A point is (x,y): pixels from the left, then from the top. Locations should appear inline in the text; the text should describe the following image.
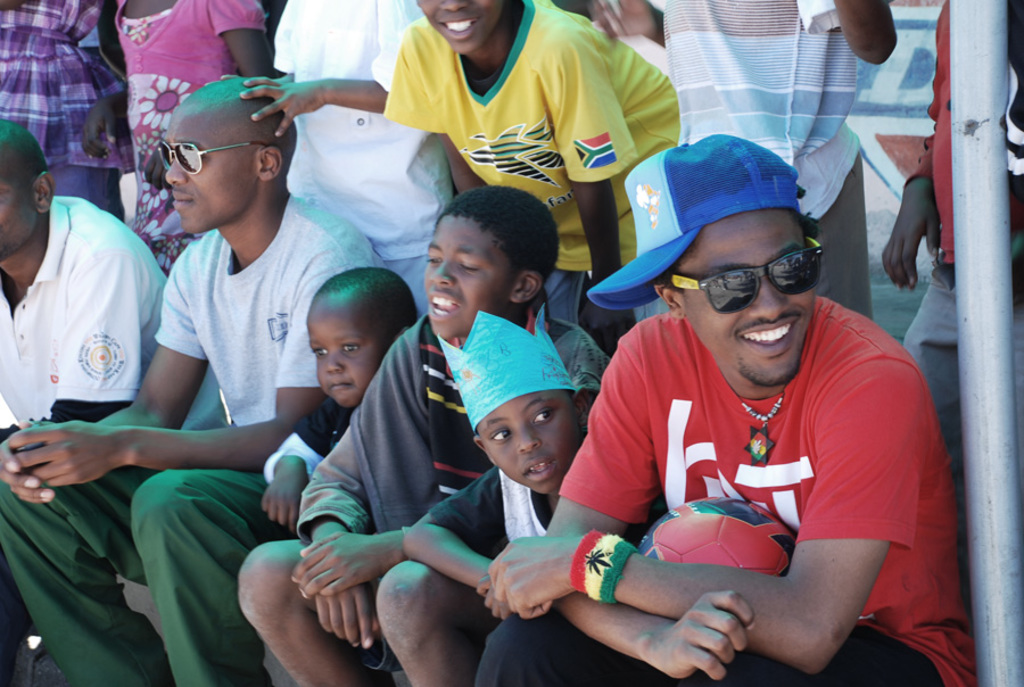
In this picture we can see a group of people (419,404), among them few people (216,346) sitting and few people (790,71) standing. Behind the people (506,68), it looks like a wall (886,147). On the right side of the image (702,491), there is a man (741,455) with a ball (702,520), goggles (751,284) and a cap (634,212) and there is a pole (966,152).
